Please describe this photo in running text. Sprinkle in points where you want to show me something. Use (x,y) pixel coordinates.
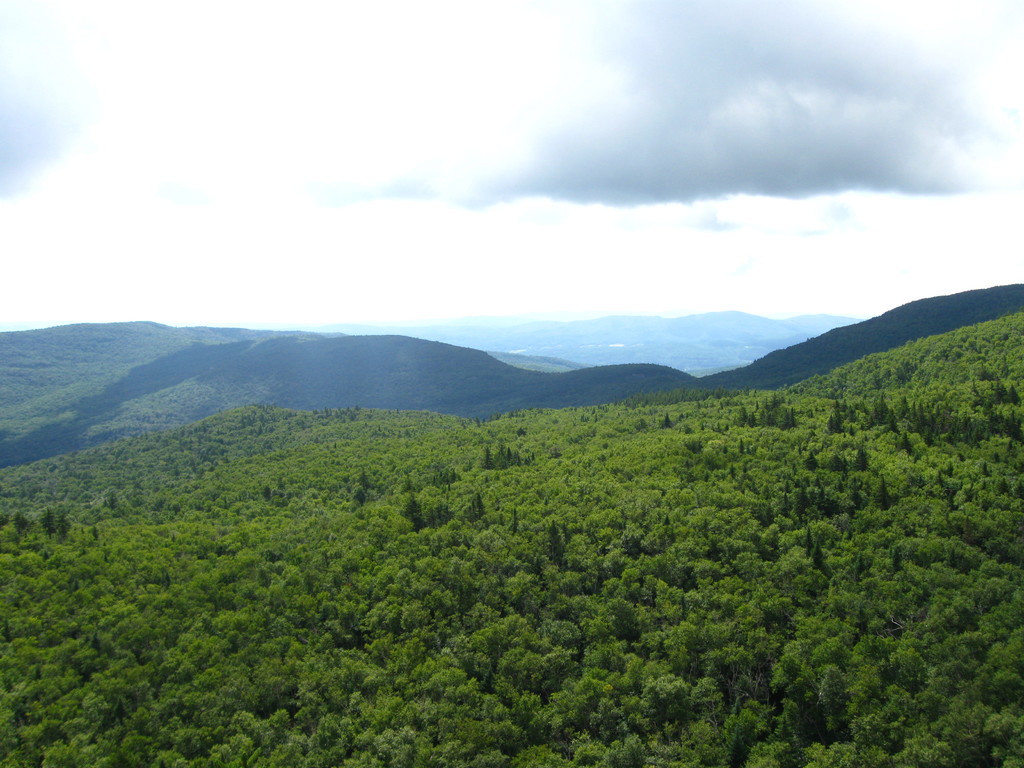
In the picture I can see so many trees (414,594) and hills (39,419).
